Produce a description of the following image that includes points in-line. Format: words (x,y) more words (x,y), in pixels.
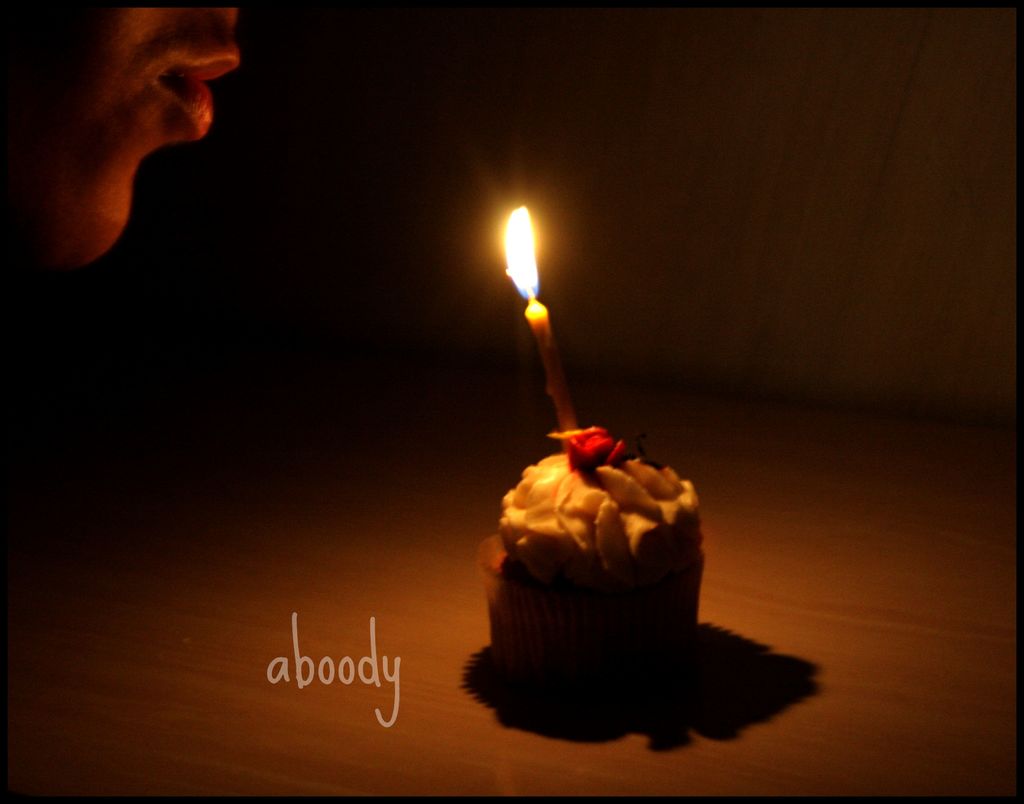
This is a zoomed in picture. In the center (529,472) there is a burning candle (543,353) on a cupcake (585,585) and the cupcake (565,686) is placed on an object (782,673) seems to be a table (255,465). On the top left corner (117,28) we can see the person (137,106). At the bottom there is a text (335,660) on the image.
